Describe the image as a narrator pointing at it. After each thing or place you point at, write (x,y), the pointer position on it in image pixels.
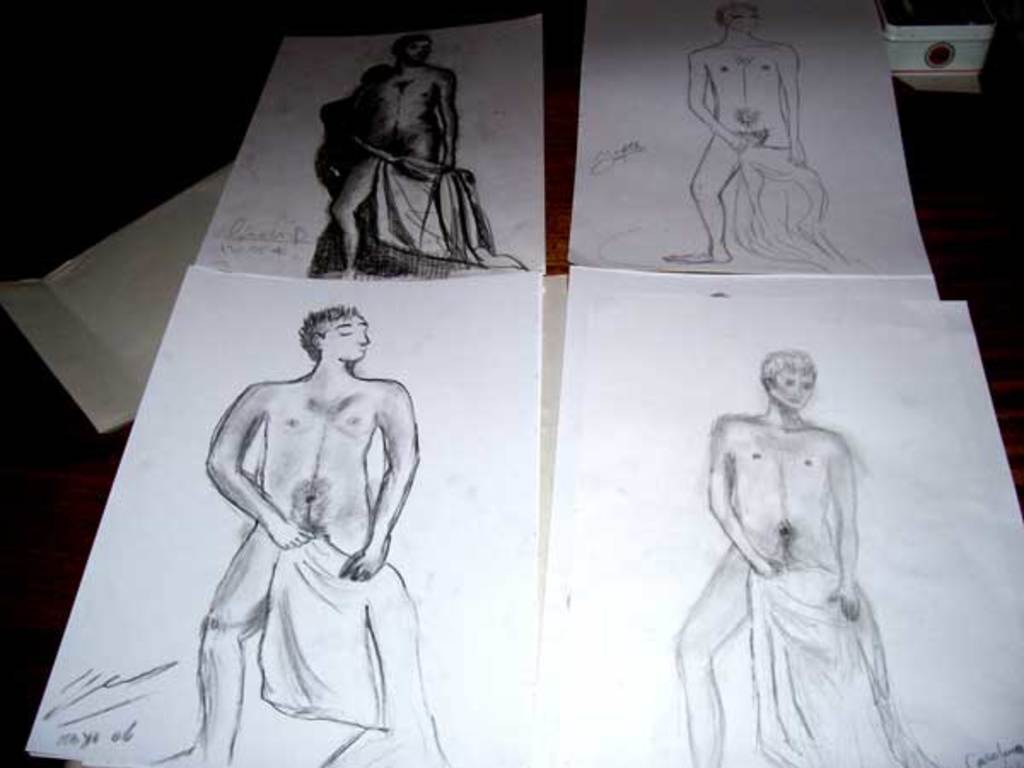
In this image we can see pictures (730,151) of man (755,595) in many papers (302,355) and are placed on the table (65,188).
